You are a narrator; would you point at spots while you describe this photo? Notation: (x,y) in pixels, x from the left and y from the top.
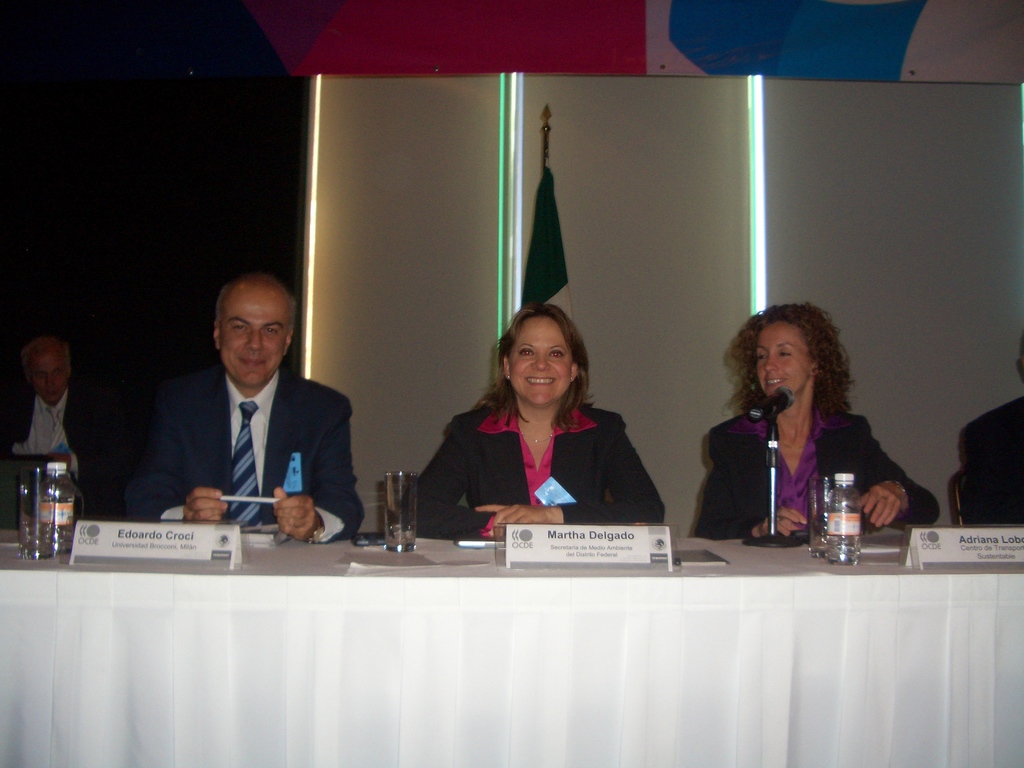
In the image there are few people (42,426) sitting in front of a table (1003,711) and on the table (147,578) there are bottles (67,524), glasses (410,502), a mic (770,499) and name cards (581,525) of the people (286,475) and behind them there is a flag (537,228).
